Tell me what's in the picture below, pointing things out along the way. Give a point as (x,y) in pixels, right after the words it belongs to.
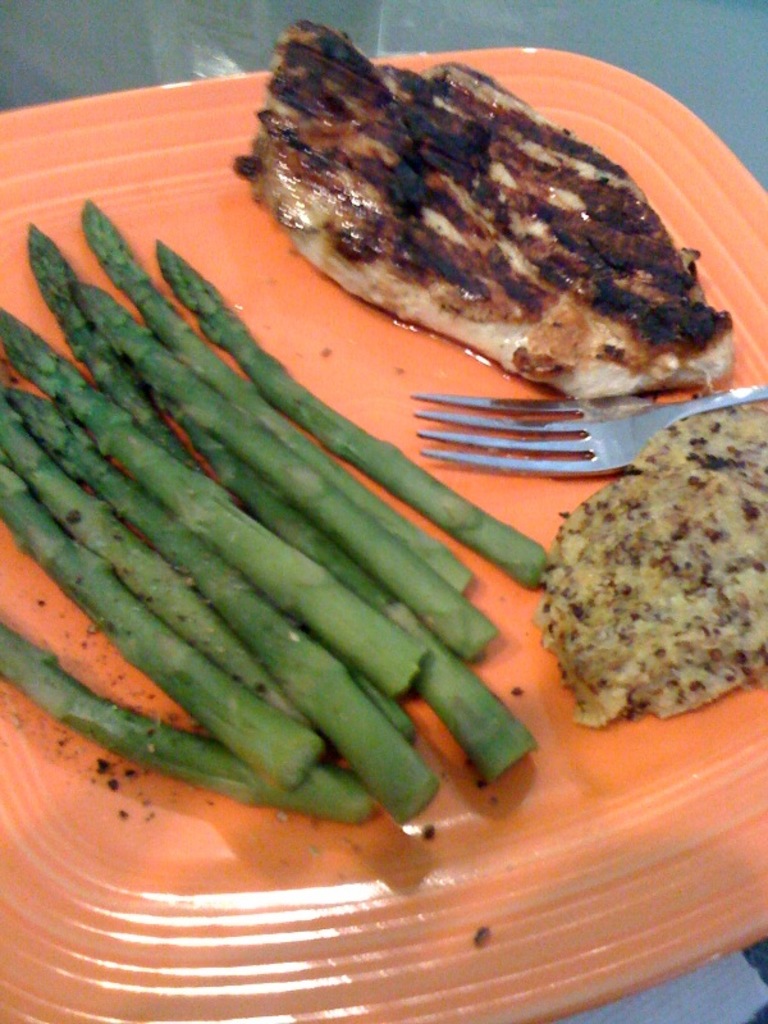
In this image I can see there are food items (572,540) and a fork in an orange color plate (10,792).
